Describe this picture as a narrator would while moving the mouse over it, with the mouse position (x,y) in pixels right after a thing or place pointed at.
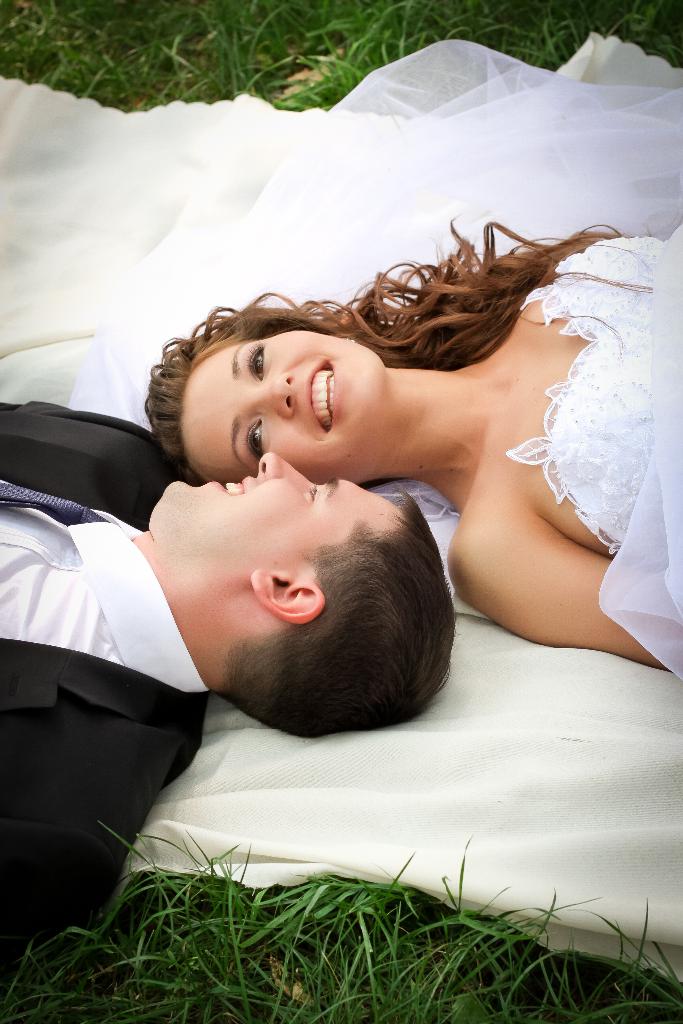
In this image we can see two persons (244,613) lying on a cloth (234,735). Beside the cloth (278,861) we can see the grass (343,13).
